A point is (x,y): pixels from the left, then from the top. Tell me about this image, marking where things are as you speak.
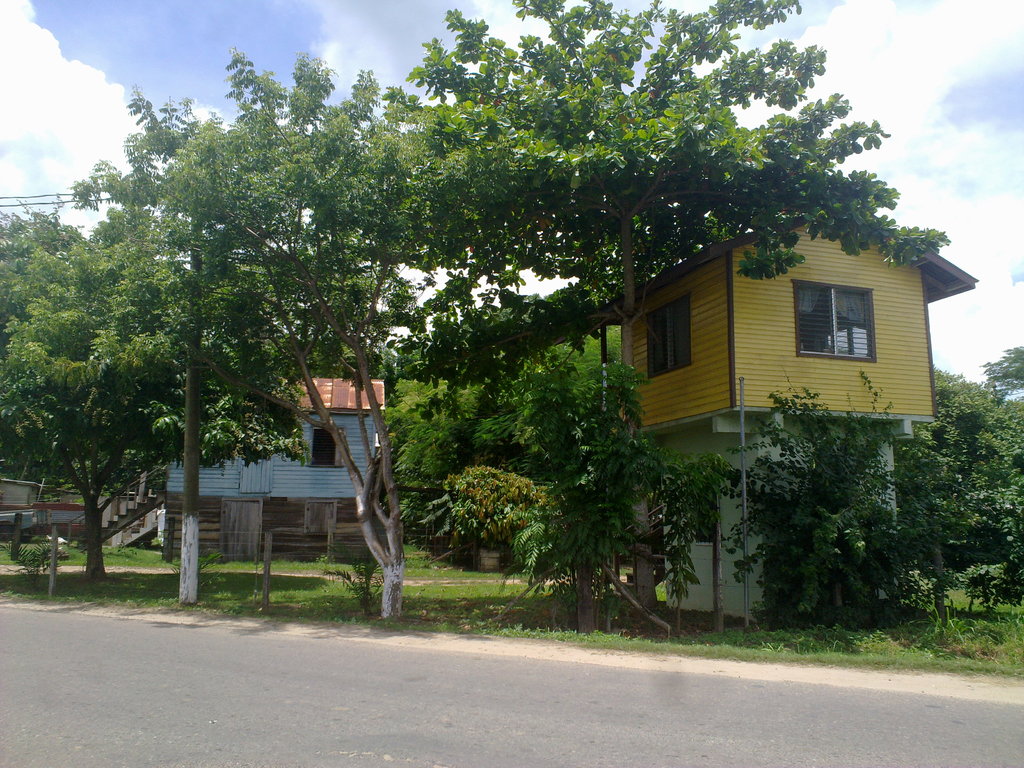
This image consists of grass (506,597), plants (357,567), trees (400,486), poles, houses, road (71,662) and the sky (192,59). This image is taken may be during a day.
